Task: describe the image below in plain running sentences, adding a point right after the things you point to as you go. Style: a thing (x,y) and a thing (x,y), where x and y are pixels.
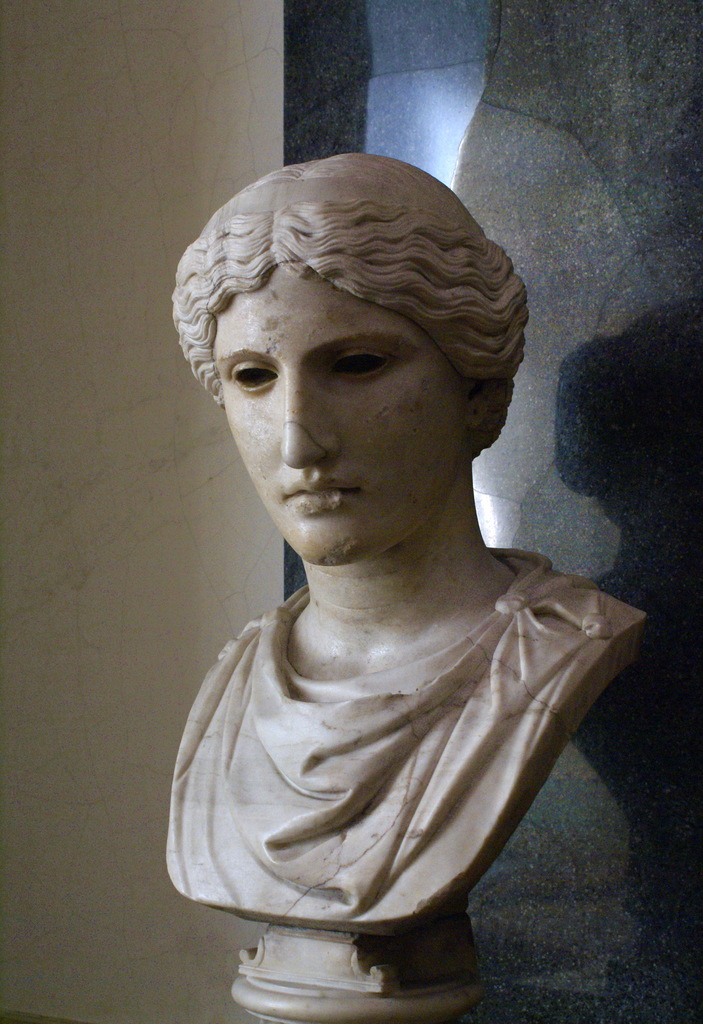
In this image there is a sculpture of a person's face (322,629) on the pedestal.
